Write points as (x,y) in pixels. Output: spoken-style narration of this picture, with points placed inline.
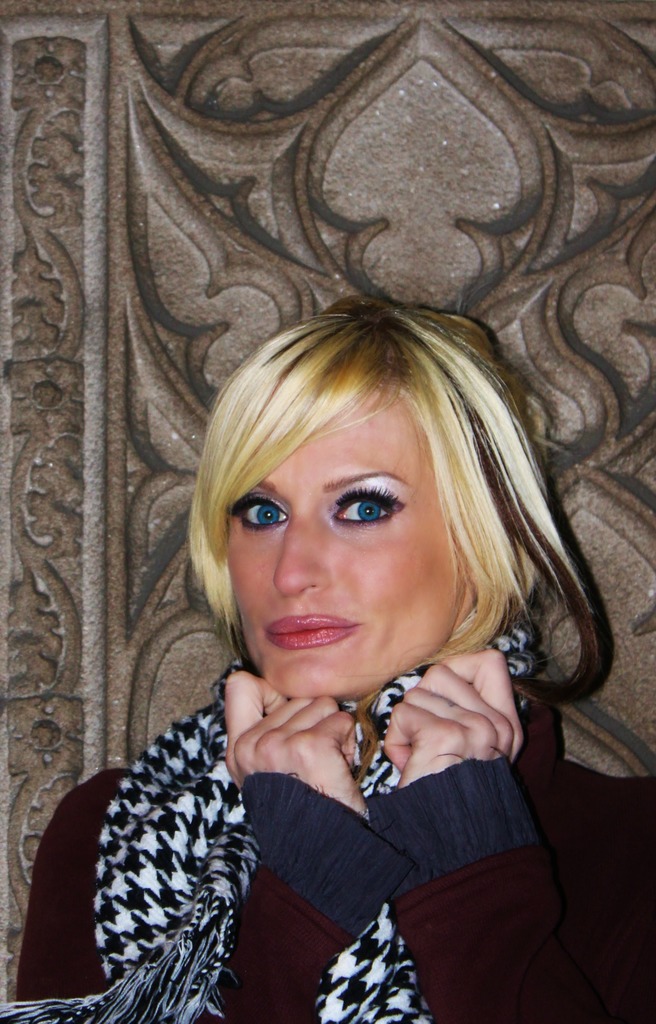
In this image I can see a woman (336,863) wearing jacket (544,859) and looking at the picture. I can see a neck wear (190,735) on her shoulder (144,791). At the back of her I can see a rock (473,230).
